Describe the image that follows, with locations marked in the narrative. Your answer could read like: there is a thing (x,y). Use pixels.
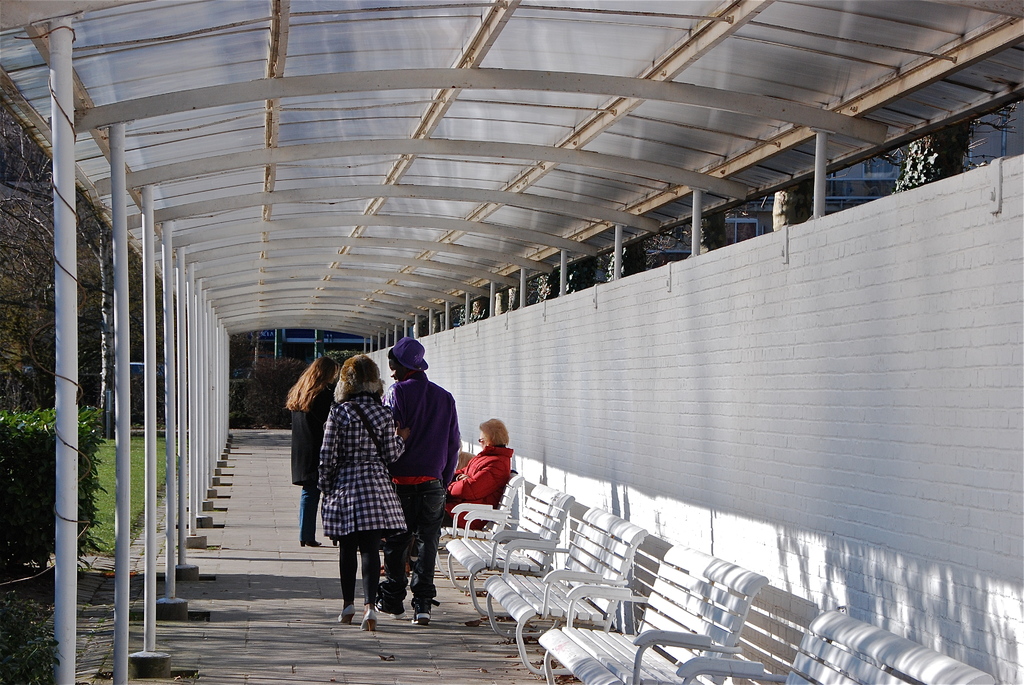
In this picture there is a group of men and women (374,460) walking in the front side (408,519). Behind there is a white color benches (584,570). On the top (414,92) there is a iron shed (550,107) with white color pipes (125,454) and some trees (46,491) on the left side (85,466).
